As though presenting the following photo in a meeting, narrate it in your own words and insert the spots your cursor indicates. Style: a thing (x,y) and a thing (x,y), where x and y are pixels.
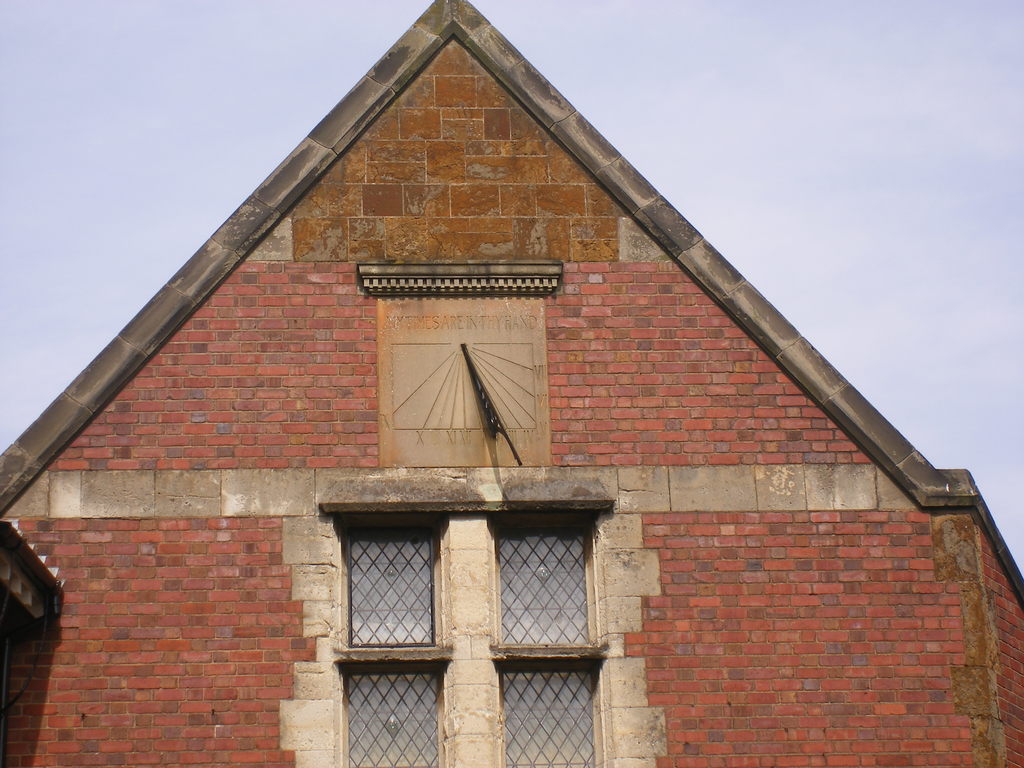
In this image there is a building (340,388) with a clock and windows (564,605), and in the background (11,250) there is sky (660,87).
